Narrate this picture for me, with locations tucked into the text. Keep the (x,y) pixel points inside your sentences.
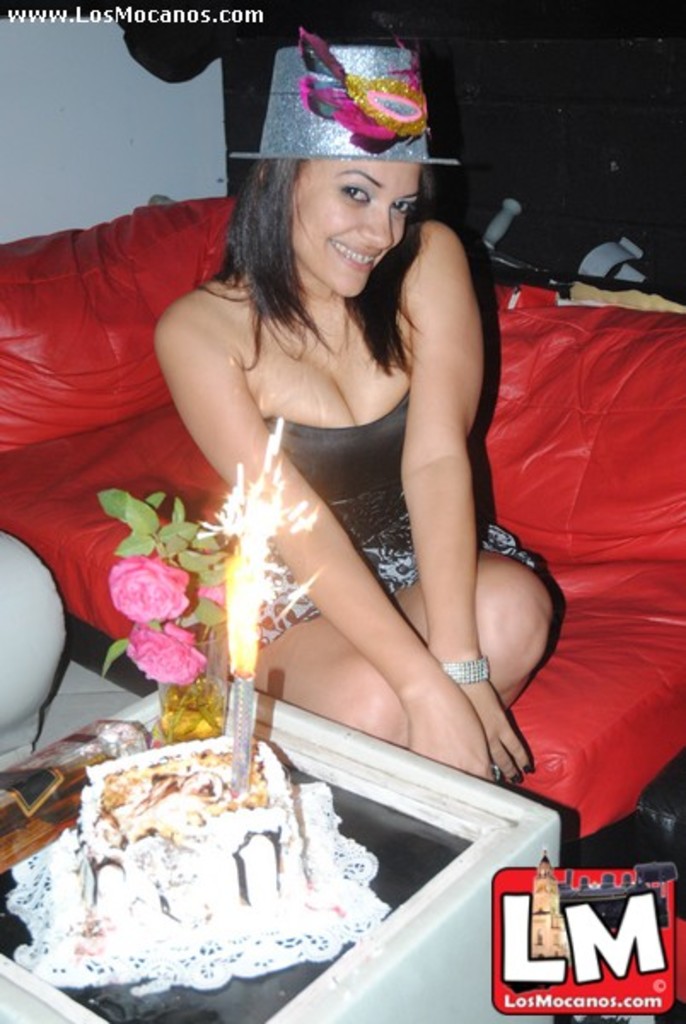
In this picture there is a girl (269,246) in the center of the image (419,420) on a sofa (666,583), she is wearing a hat (318,140) and there is a cake (260,809) and flowers (151,659) in front of her.
